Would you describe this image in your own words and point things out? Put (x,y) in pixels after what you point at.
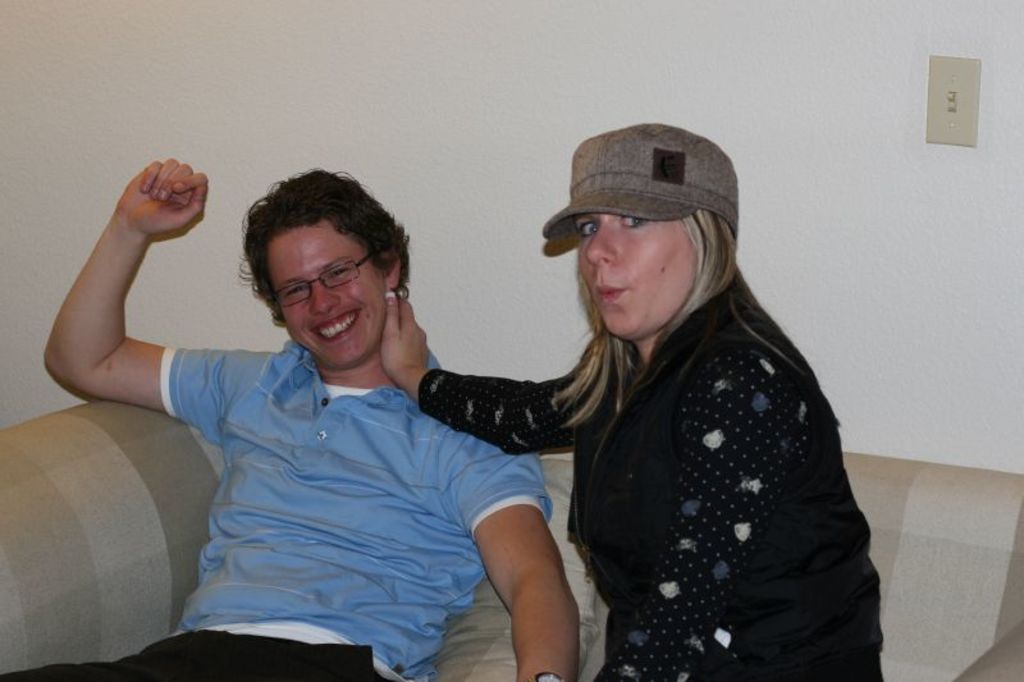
In this image in the center (410,429) there are persons (428,459) sitting on the sofa (40,585) and smiling. In the background (709,100) there is a wall (916,212) and on the wall (919,182) there is an object (947,105) which is cream in colour.
